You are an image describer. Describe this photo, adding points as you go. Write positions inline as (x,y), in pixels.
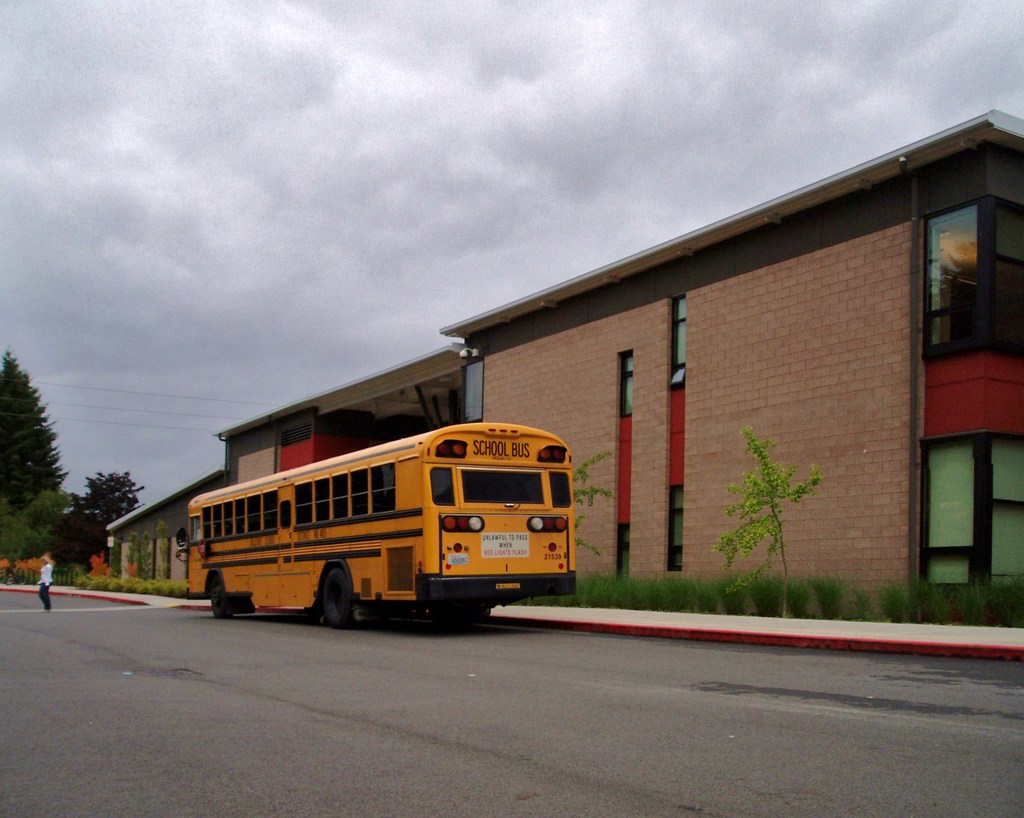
In the image we can see a vehicle (345,578) on the road (60,598). There is even a person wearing clothes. Here we can see buildings (619,385), trees (50,464), electric wires (145,426), plants (717,582) and the cloudy sky (233,215).
